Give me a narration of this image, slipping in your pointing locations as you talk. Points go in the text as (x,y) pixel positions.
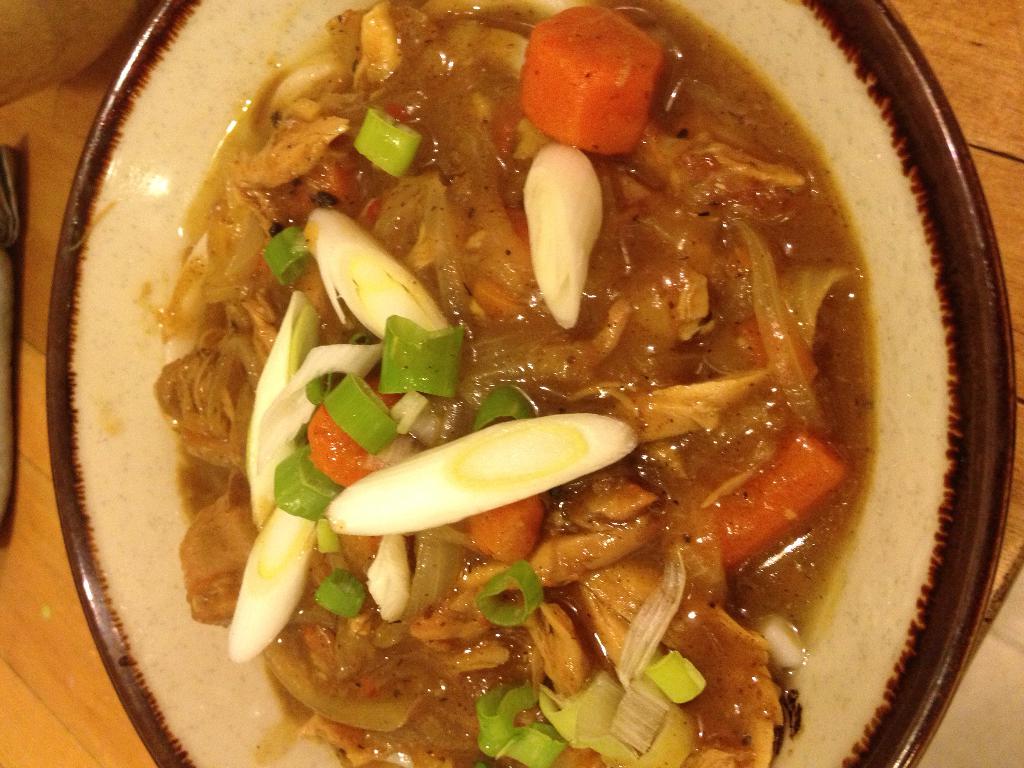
In this picture, we see a plate (146,536) containing the food item (549,321) is placed on the wooden table (59,581). On the left side (6,288), we see an object (21,244) in black color is placed on the table (5,580).
